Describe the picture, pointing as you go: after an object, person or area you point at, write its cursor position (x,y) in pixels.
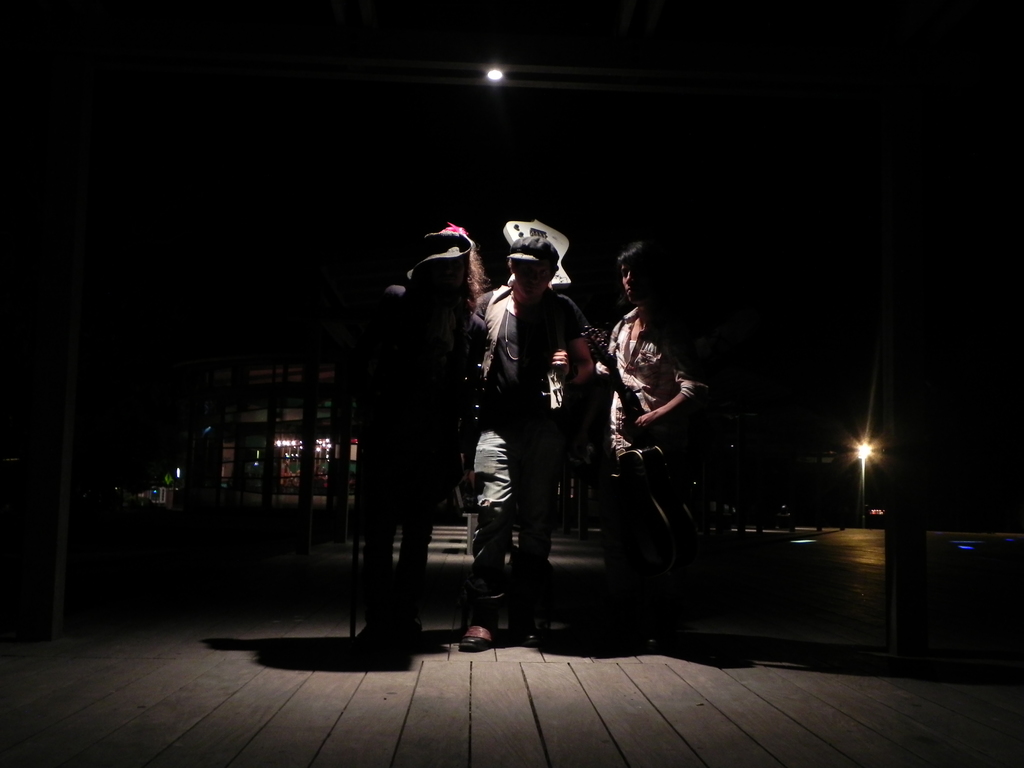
This is a dark picture, we can see three persons (551,436) standing on the wooden floor (151,700).
